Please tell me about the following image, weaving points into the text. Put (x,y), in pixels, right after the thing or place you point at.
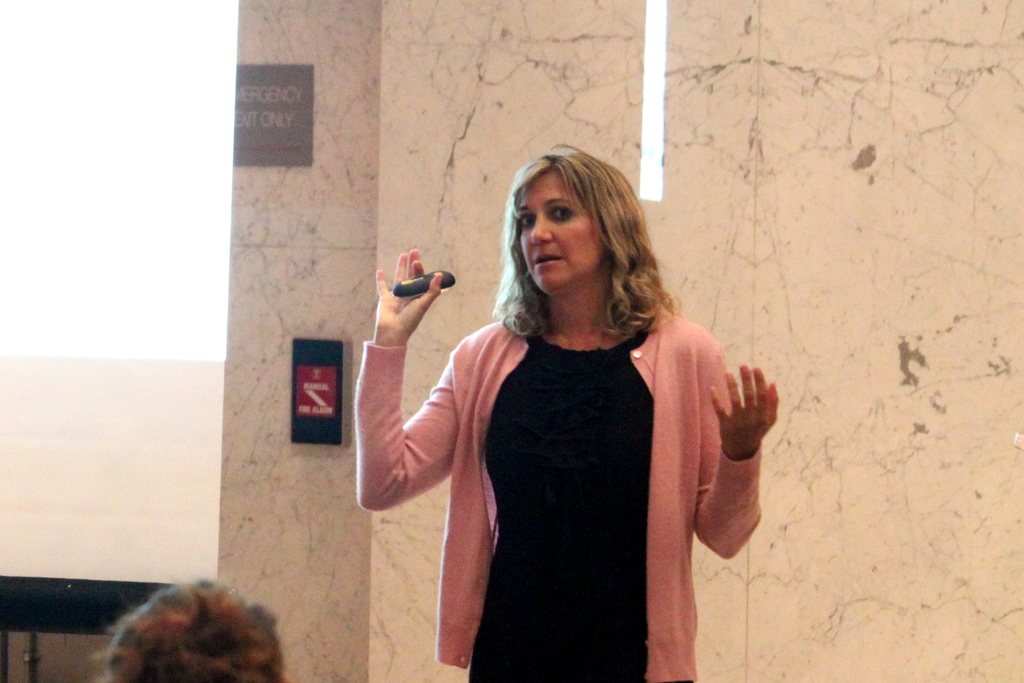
In this image we can see a woman (539,286) is standing. She is wearing black color dress (589,488) with pink shirt (456,417) and holding black color thing (415,289) in her hand (413,302). Behind her, wall (395,216) and screen (177,287) is there. At the bottom of the image (217,653), one person head (201,637) is there.
